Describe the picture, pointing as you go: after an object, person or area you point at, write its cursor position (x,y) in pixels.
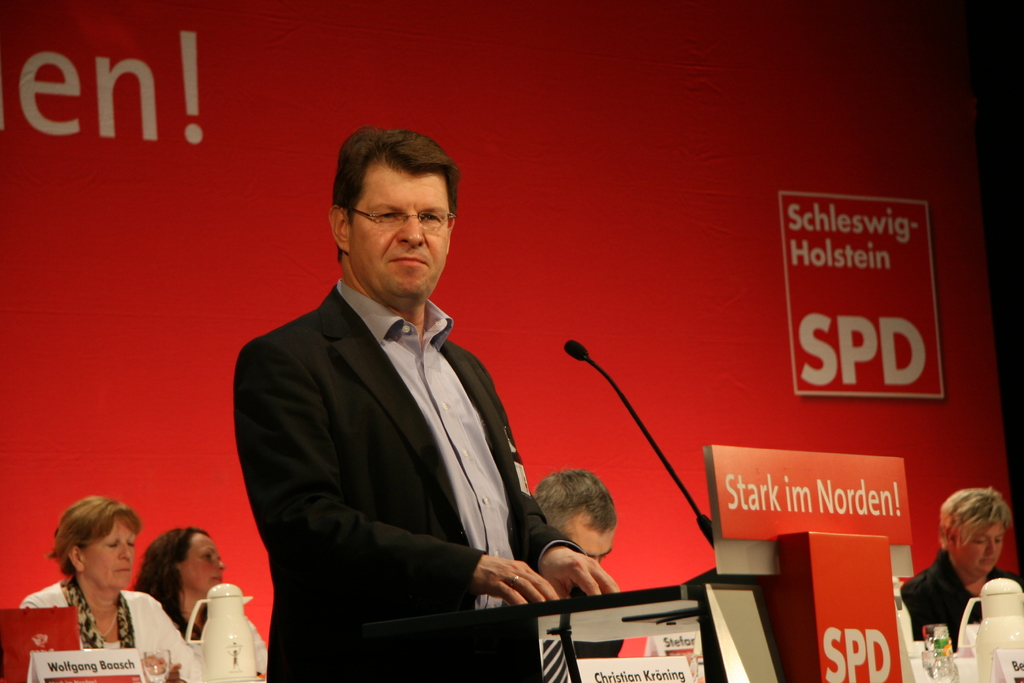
In this picture, i can see five people (387,159) and towards left (187,555) they are two people (181,593) who are sitting and middle who is sitting and towards right (998,517) i can a other women (1008,570) who is also sitting and towards left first person (488,398). Who is standing and wearing a black color jacket (468,357) after that a mike (588,355) is available and behind all this people (264,407) a red color flex (118,325) and there is something written on it and i can see water bottle (943,670) after that i can see a tea jar (985,633) towards left (233,604) i can see a glass (166,661) and a tea pot (231,618).
